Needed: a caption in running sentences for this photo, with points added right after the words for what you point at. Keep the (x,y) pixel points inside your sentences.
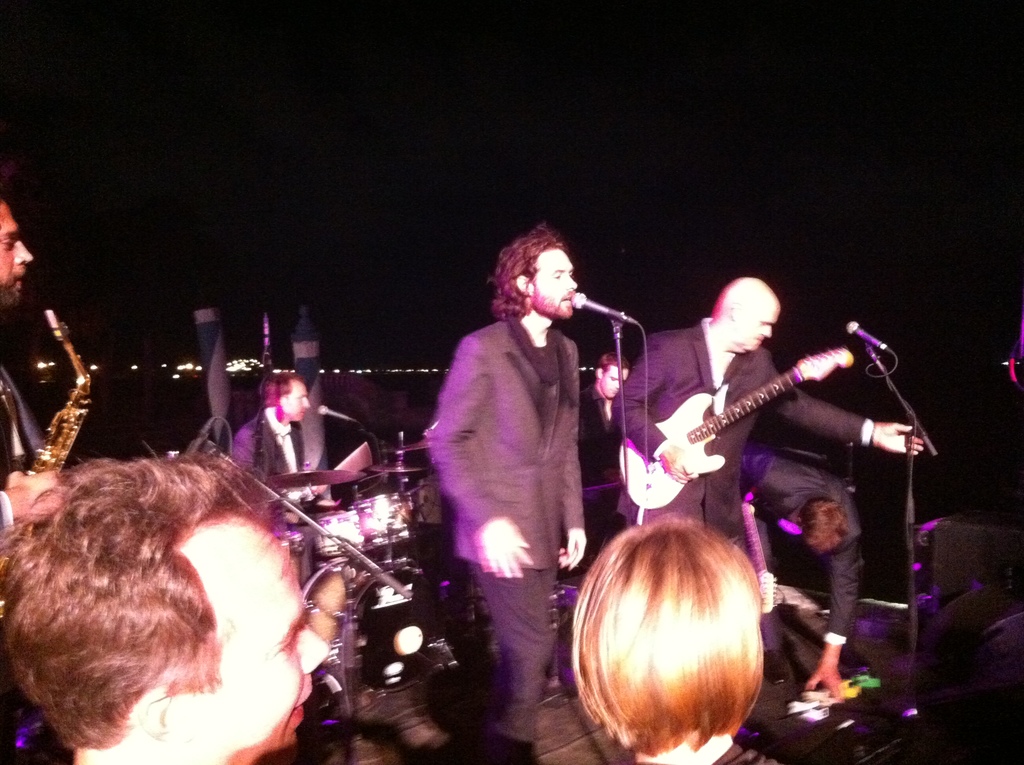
The person (741,379) in the right (741,410) is holding guitar (753,397) and mic stand (898,397) in his hands (875,442) and the person (550,447) beside him is singing in front of a mic (576,301) and there are few people (299,388) behind him playing musical instruments (332,488) and there are two people (631,614) in front of them.
